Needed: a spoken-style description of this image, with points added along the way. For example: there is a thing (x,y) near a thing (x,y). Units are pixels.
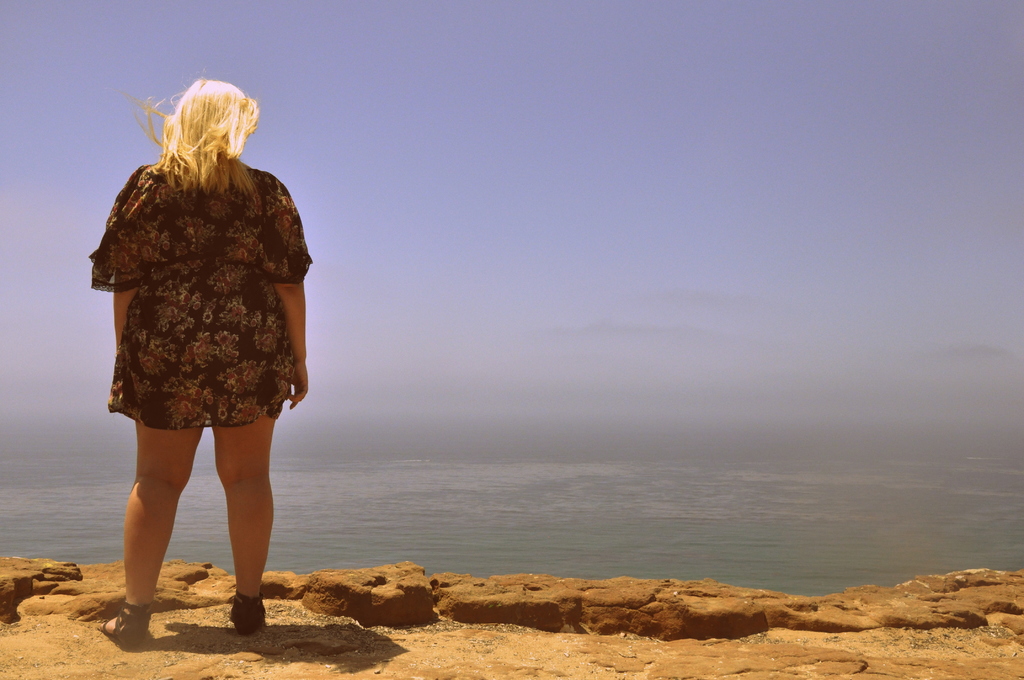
On the left (202,246) there is a woman (184,331) standing on the rock (723,597). In the center of the picture (642,448) there is a water body (608,513). At the top (406,67) it is sky (568,323).
